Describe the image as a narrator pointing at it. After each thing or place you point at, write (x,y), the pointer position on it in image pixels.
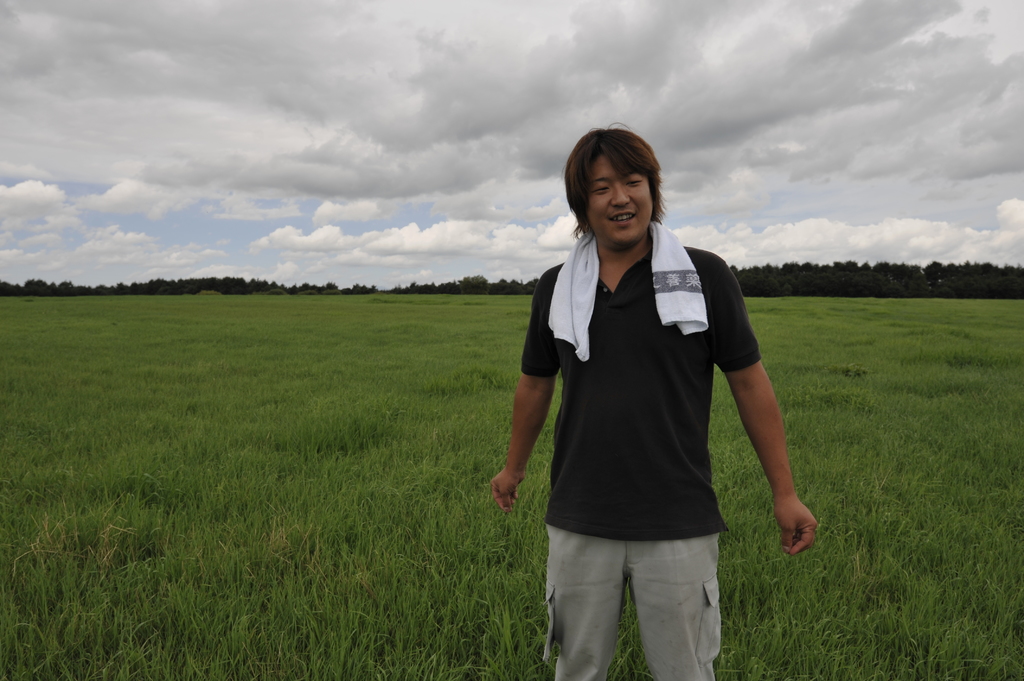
In this image we can see a person (593,425). In the background of the image (435,466) there are grass (376,425), trees (914,287) and other objects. At the top of the image (386,194) there is the sky (272,216).
